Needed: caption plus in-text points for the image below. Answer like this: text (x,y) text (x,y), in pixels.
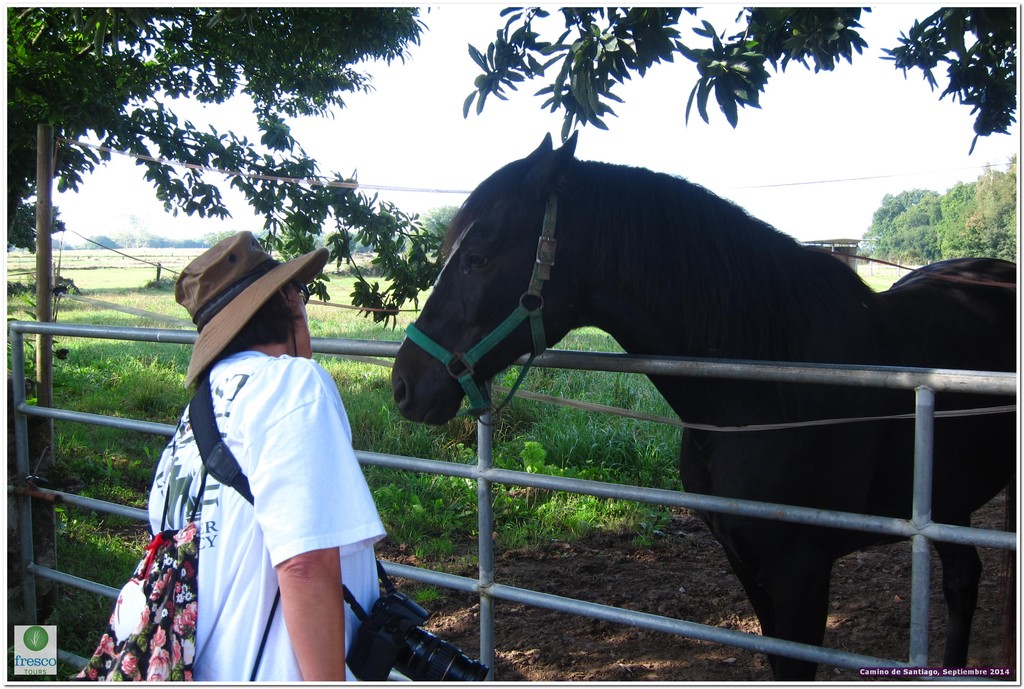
In this image there is a horse (649,290). On the left (254,656) there is a person (248,634). We can see a camera (390,651). There is a fence (634,494). In the background (1007,169) there are trees (522,41) and sky (1001,157). There is grass (75,389).
